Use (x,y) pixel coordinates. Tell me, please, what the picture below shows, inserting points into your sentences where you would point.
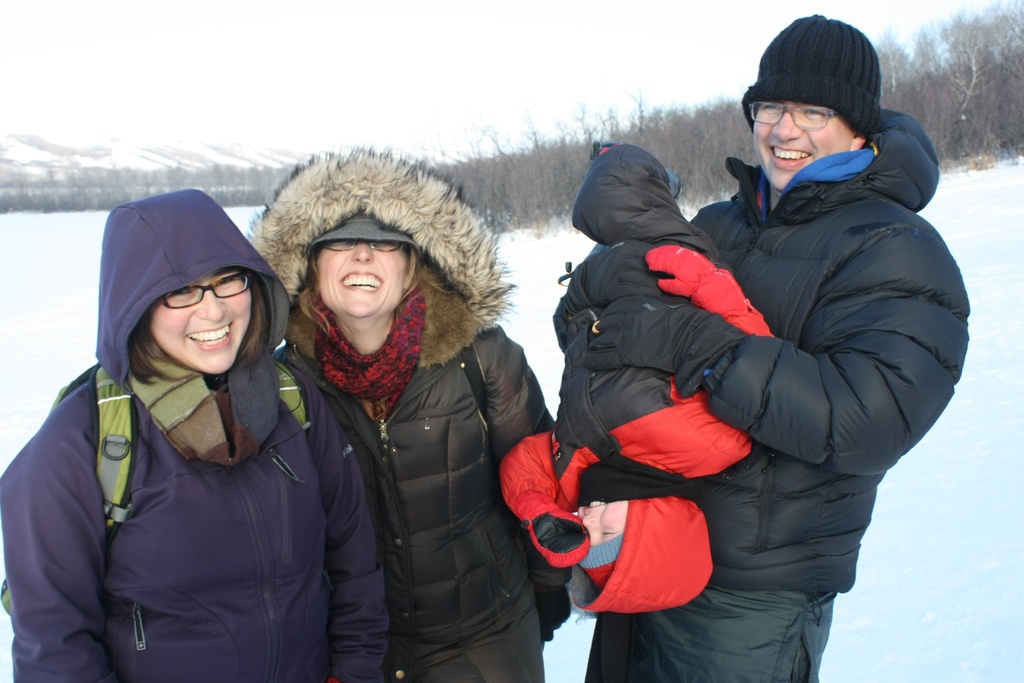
In this picture there are people (699,217) standing and smiling and wore jackets (515,445), among them there is a man (727,403) holding a kid (699,438). We can see snow (956,579). In the background of the image (502,175) we can see trees (505,203) and sky (219,60).
